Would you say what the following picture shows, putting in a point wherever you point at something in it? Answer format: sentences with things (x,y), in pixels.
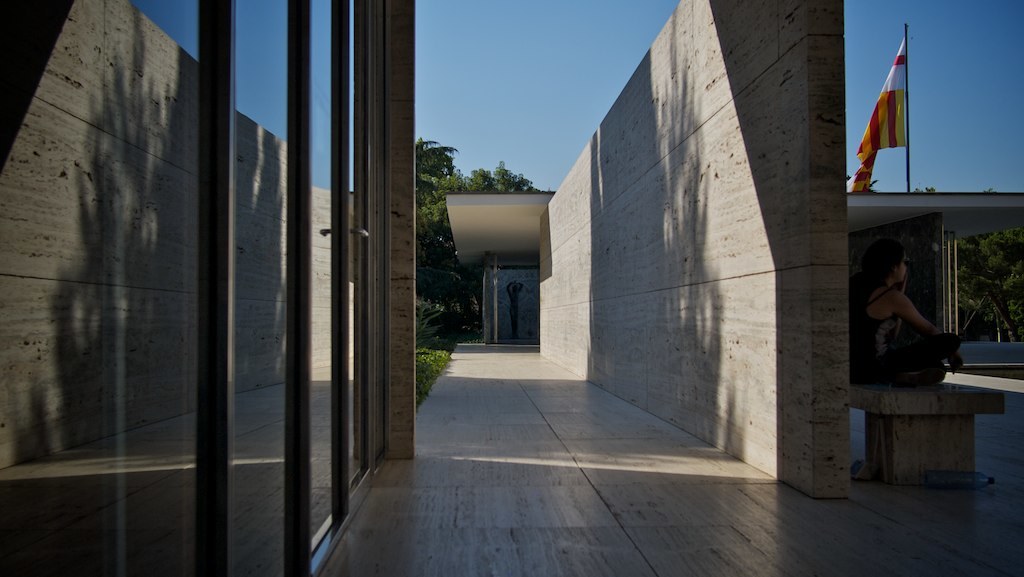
On the left side (100,350), there are glass doors (329,282) of a building (405,183) near a floor (561,542). On the right side (892,272), there is a woman (879,325) sitting on a bench (887,399), near a wall (721,211). In the background (895,137), there is a flag (891,110) on the roof (882,213) of a building (494,235), there are plants (427,353), trees (443,148) and there is a blue sky (480,47).
